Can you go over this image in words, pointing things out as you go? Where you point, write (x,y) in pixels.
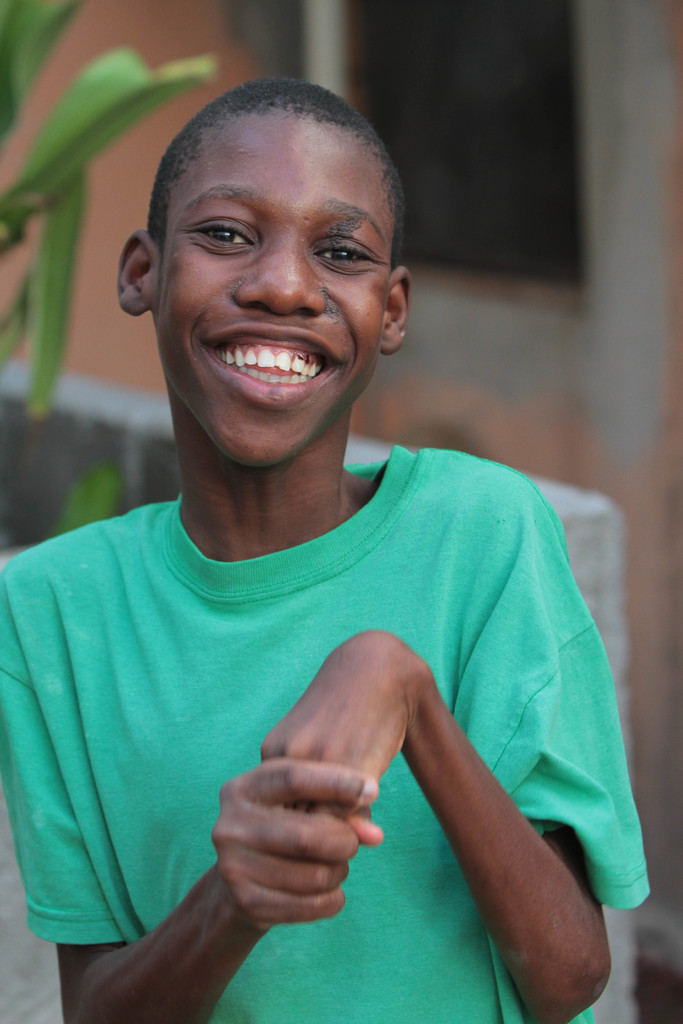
In this image we can see a boy (298,747). In the back (62,141) there are leaves (83,79). And it is blurry in the background (560,244). Also there is a wall (417,389).
